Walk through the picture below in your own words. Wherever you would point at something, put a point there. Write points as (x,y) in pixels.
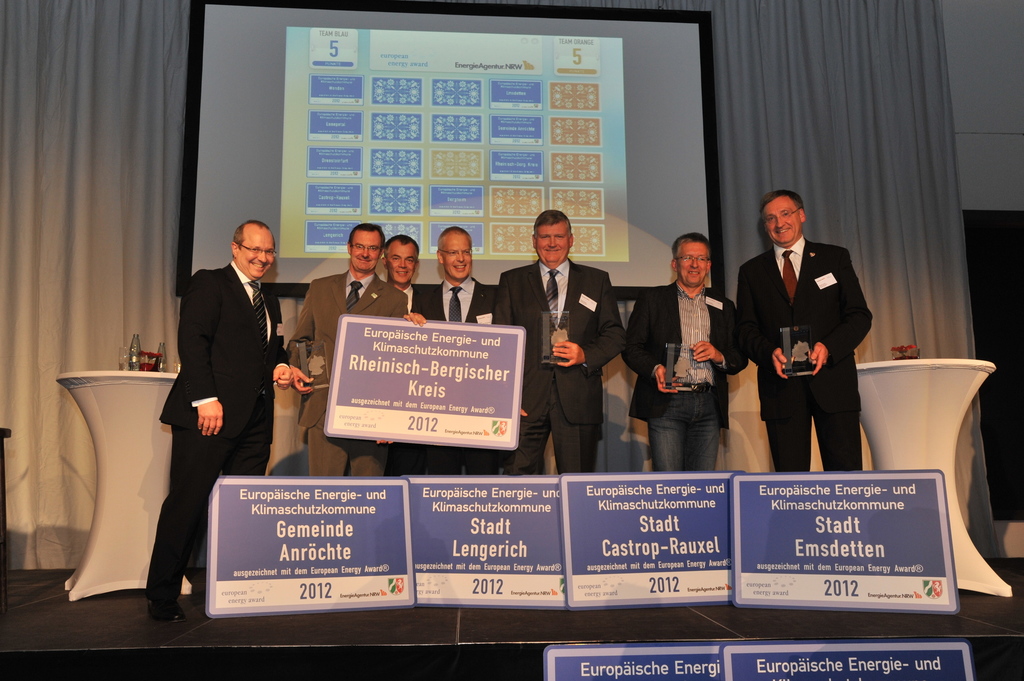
There are posters (612,527), people (465,453) holding a poster (504,329) and trophies (557,347) in the foreground area of the image (565,429), there are tables (887,382), screen (506,165), curtain (796,191) and other objects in the background (146,362).
